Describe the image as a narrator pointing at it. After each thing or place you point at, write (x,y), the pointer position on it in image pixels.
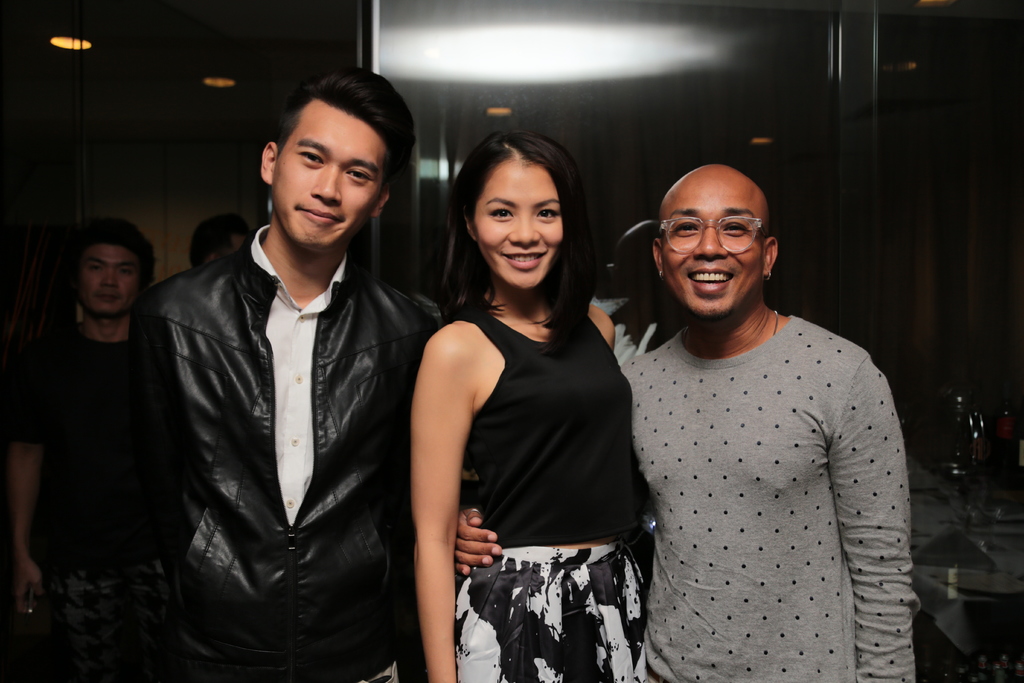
Front these three people (820,391) are giving stills and smiling. Background (122,261) there are two people (108,356).
